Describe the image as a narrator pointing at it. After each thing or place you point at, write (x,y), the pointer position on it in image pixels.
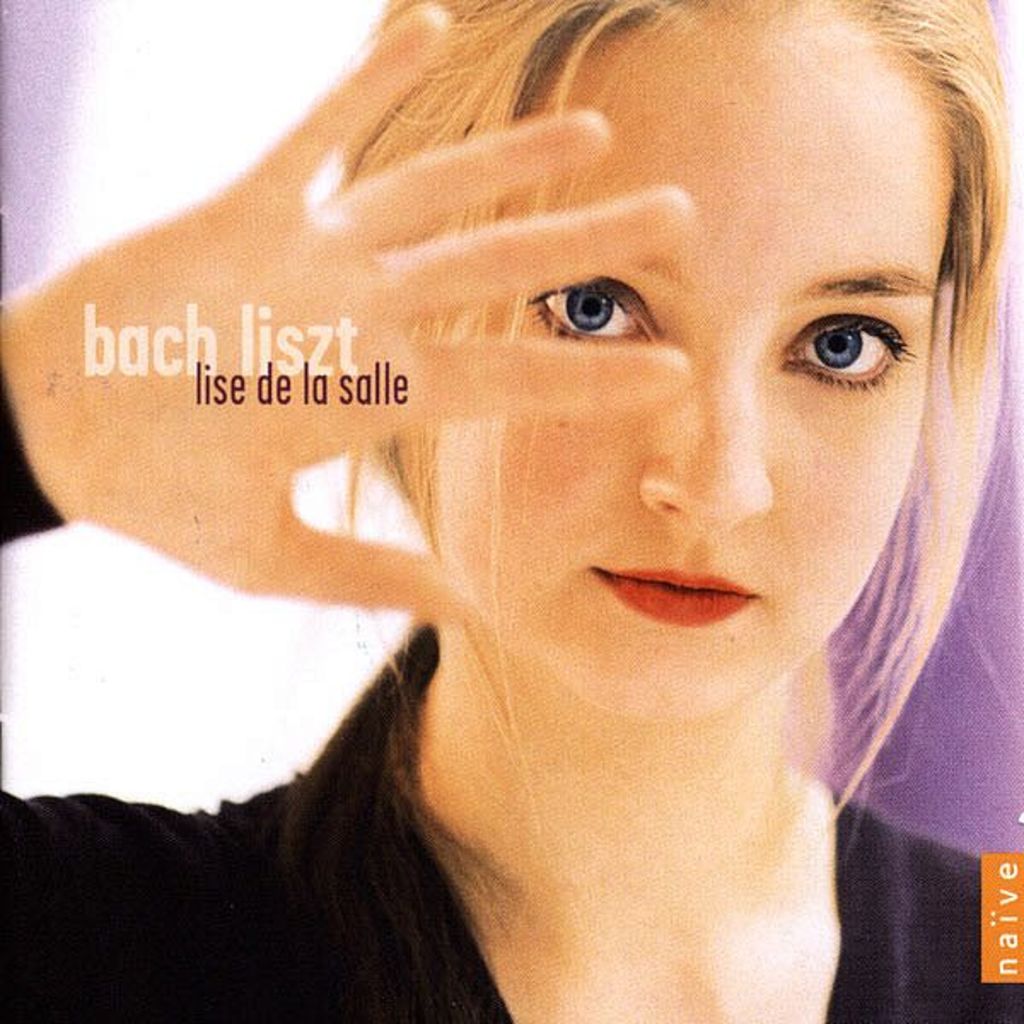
In this picture we can see a girl (536,989) wore a black dress (901,909) and on her hand (61,339) we can see some text (190,333).
